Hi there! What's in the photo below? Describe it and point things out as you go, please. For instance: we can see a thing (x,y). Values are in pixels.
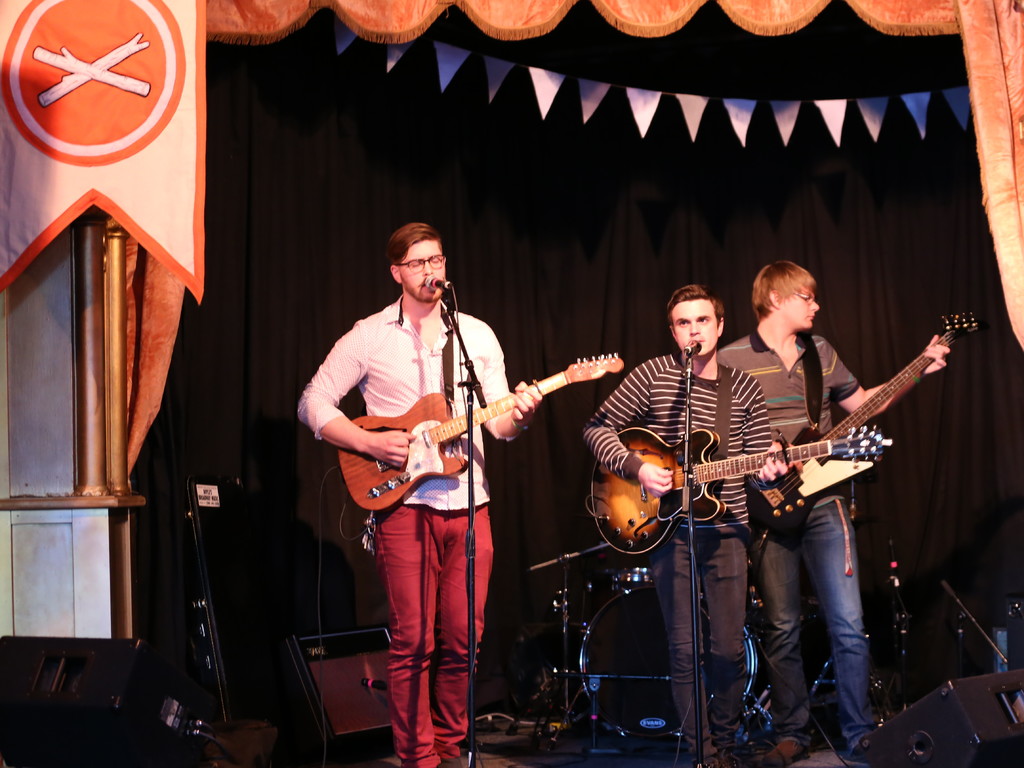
This picture is of inside in the foreground (726,390) we can see the three persons (698,376) standing and playing guitar (821,454). There are microphones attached to the stand (689,581). In the background (255,250) we can see the musical instruments (325,636), black color curtain (285,178) and poles (100,322).
